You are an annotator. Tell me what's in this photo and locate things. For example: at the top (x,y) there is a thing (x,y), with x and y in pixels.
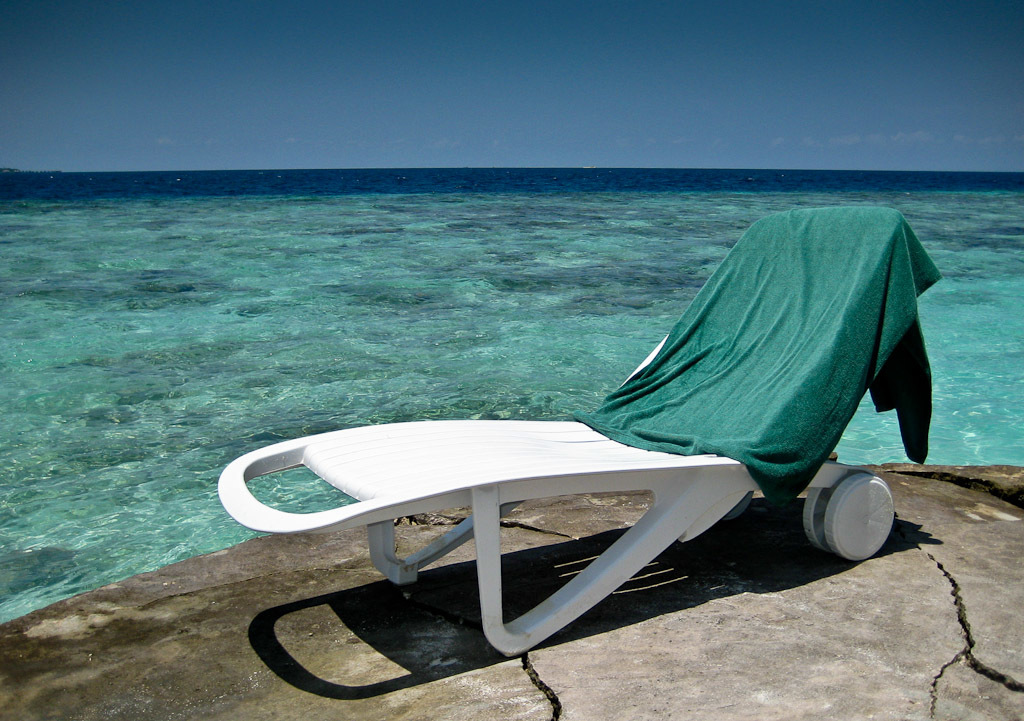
In this image, we can see cloth (731,281) on the chair (491,477). There is a sea (84,221) in the middle of the image (420,358). There is a sky (476,127) at the top of the image (487,100).
